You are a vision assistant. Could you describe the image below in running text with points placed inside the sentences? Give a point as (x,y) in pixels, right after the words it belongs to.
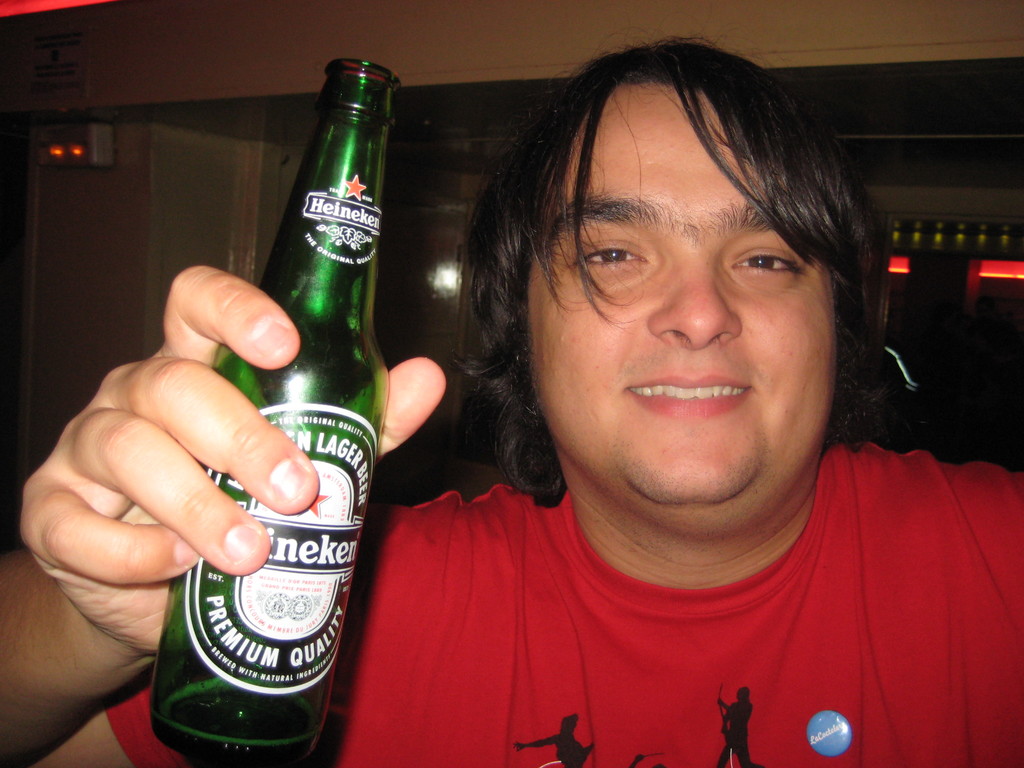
In this image, There is a person (944,584) wearing a red color t shirt (593,645) holding a bottle (234,606) in his hand (273,449) which is in green color, In the background (936,261) there are some lights (938,237) and a wall (825,76).
